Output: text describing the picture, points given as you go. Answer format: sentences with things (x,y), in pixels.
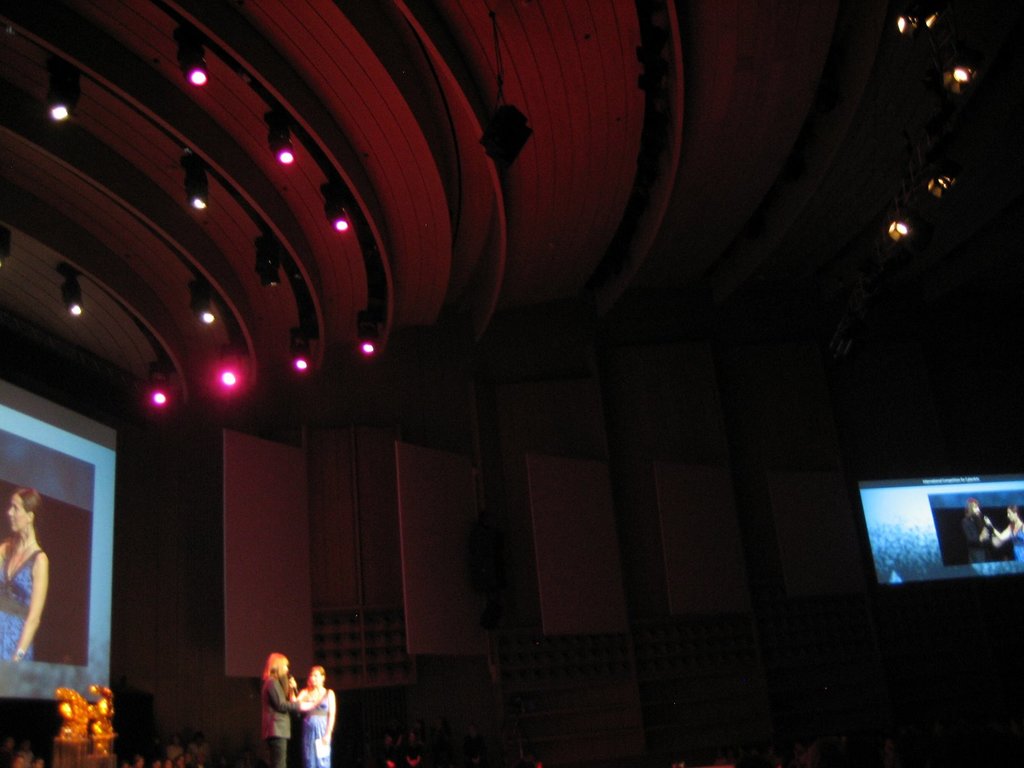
Here we can see two women (317,725) and a woman (289,729) is holding a mike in her hand (294,689). In the background (300,518) there are screens (100,595), boards (285,517) on the wall (193,502), lights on the ceiling (419,156), on the left at the bottom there is an object (65,724) and few persons (29,749).
